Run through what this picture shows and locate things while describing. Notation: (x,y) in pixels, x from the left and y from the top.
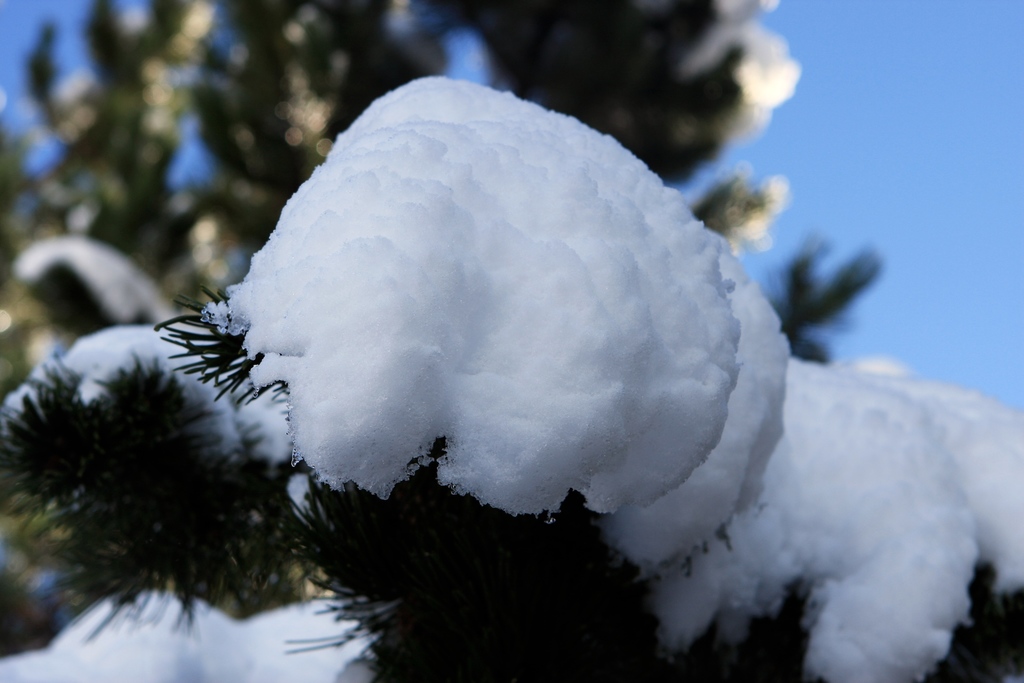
In the image there are leaves (419,513) covered with snow (829,387). In the background (411,57) there is a tree (251,103) covered with snow (92,237). And there is a blue background (878,63).
